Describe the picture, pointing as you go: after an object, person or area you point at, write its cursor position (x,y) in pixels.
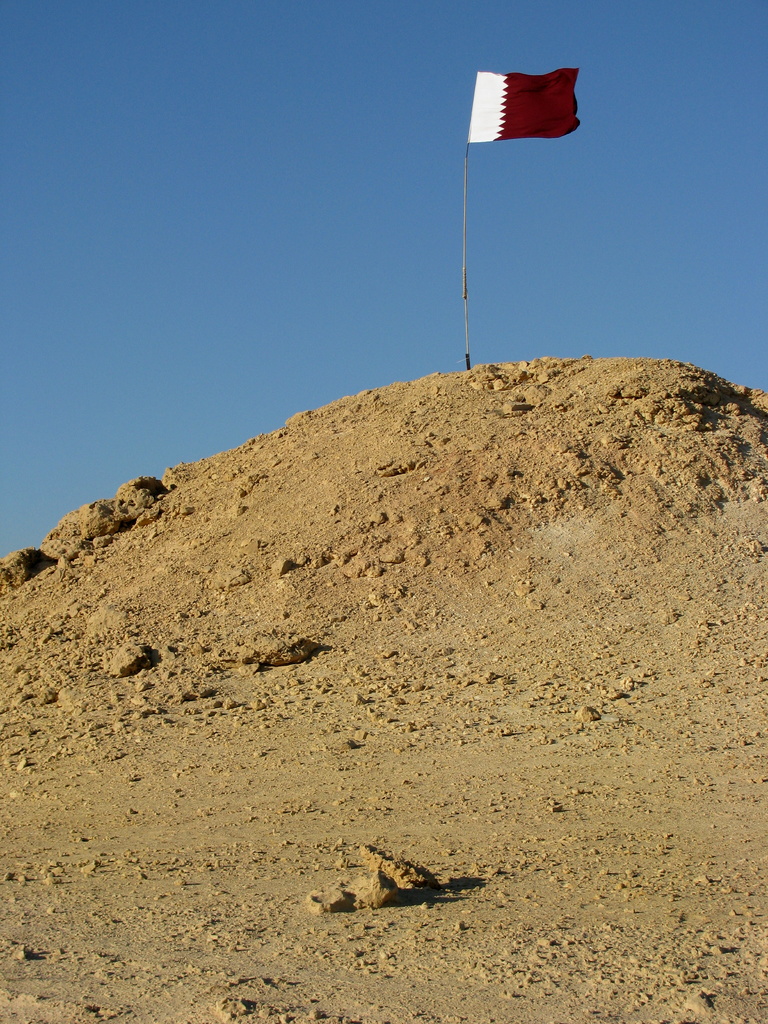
This picture contains a flag (488,86) which is in brown and white color. This flag (517,100) is placed on top of the hill (472,632). At the top of the picture (220,119), we see the sky (325,34), which is blue in color.
